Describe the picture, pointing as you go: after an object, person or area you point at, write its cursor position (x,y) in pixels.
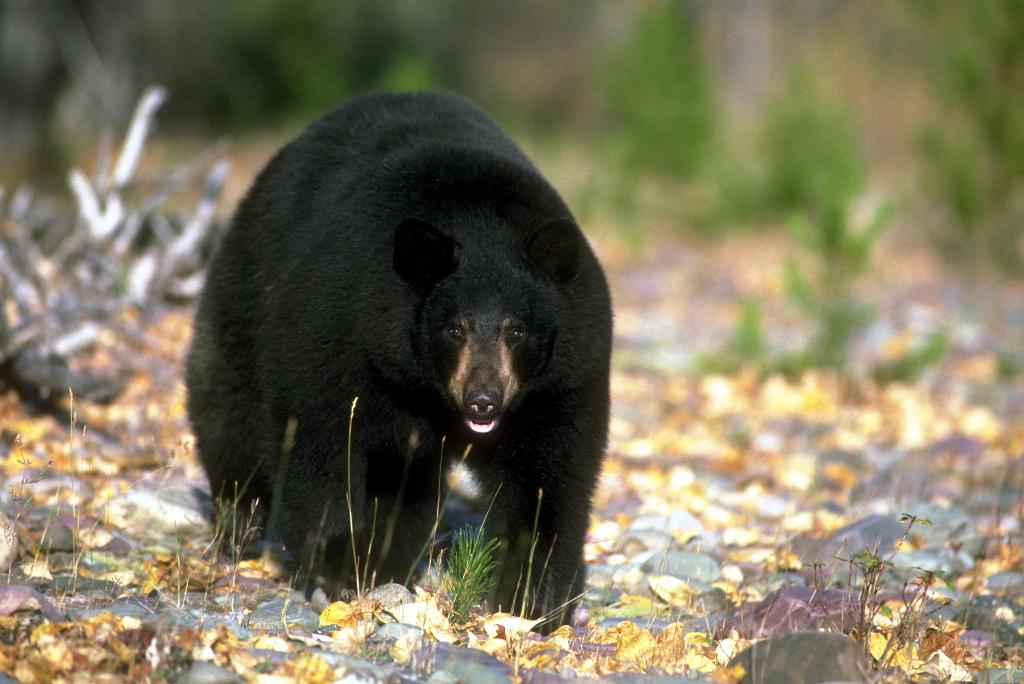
In the picture we can see a surface (939,498) with dried leaves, grass particles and a bear (223,473) standing on it which is black in color and behind we can see some plants (826,153) which are not clearly visible.
